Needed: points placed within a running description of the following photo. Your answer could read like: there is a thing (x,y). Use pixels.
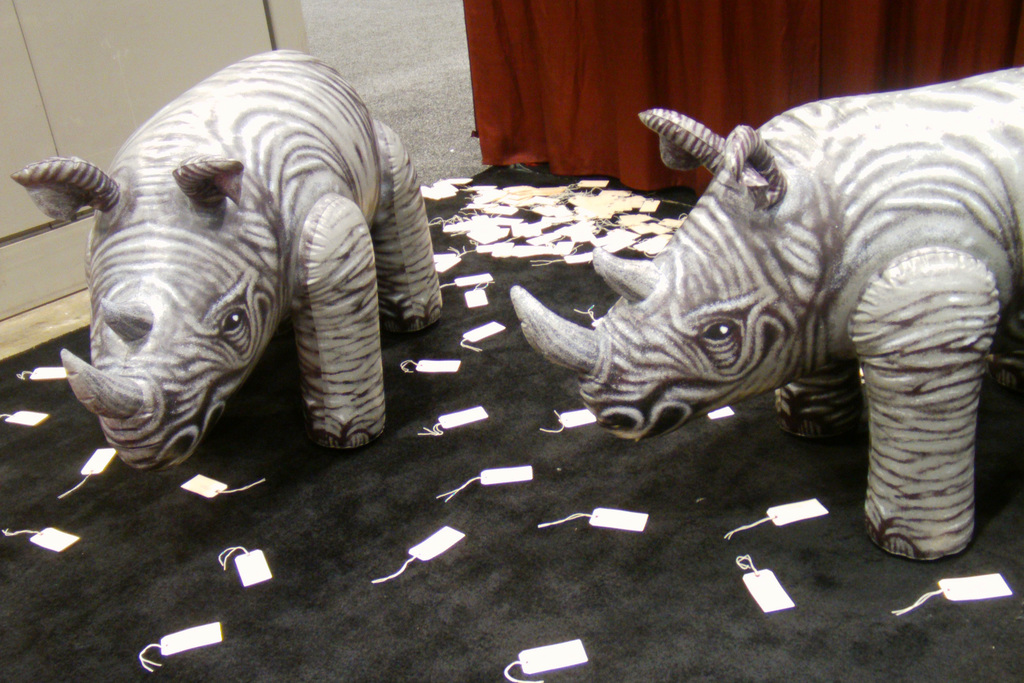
There are statues (600,369) of rhinos (600,369) and tags (430,429) are present on the floor (422,501) as we can see in the middle of this image (552,278). We can see a curtain (570,86) at the top of this image (564,48).
